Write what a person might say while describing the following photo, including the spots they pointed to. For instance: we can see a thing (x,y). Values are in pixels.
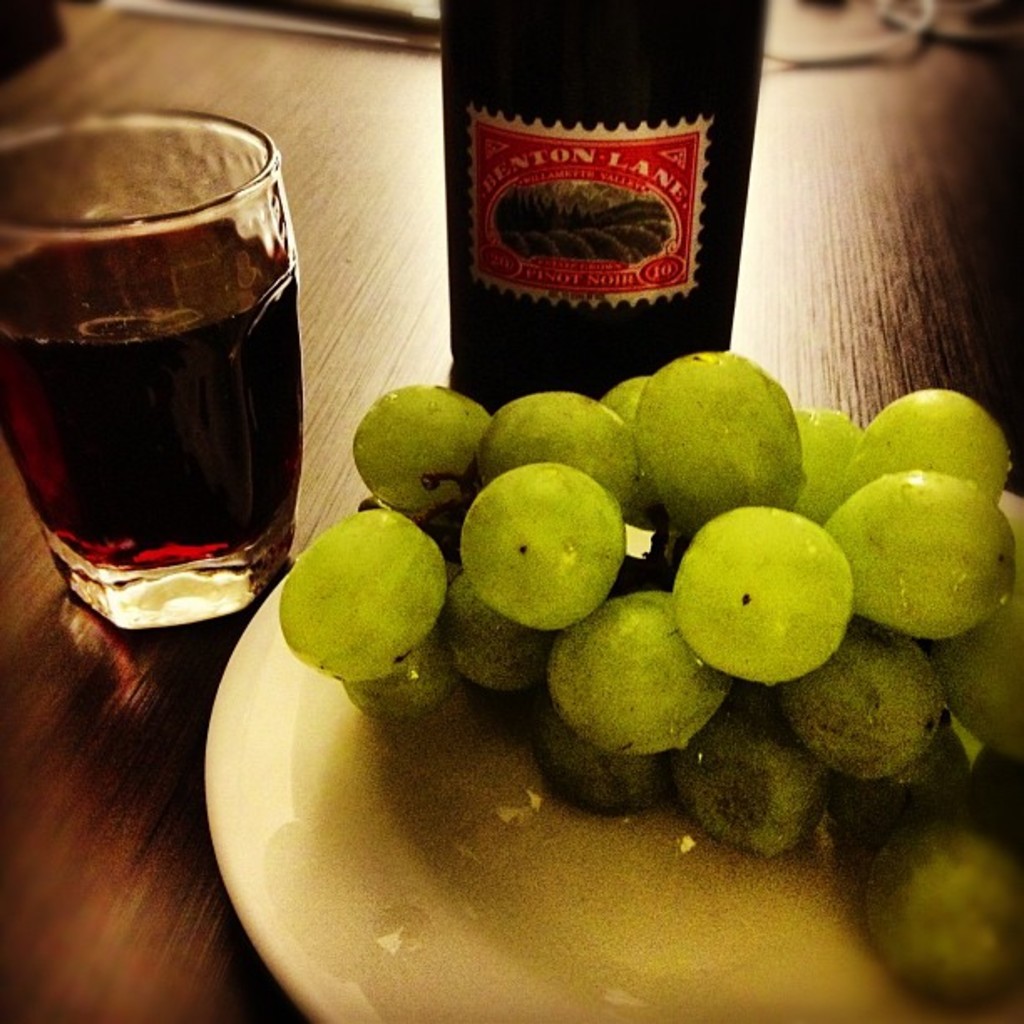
In this image we can see some fruits (916,685) on a plate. There is a bottle (647,215) on the wooden surface (381,359). We can see a glass of drink (208,448) in the image. There are few objects (889,17) at the top of the image (925,34).
